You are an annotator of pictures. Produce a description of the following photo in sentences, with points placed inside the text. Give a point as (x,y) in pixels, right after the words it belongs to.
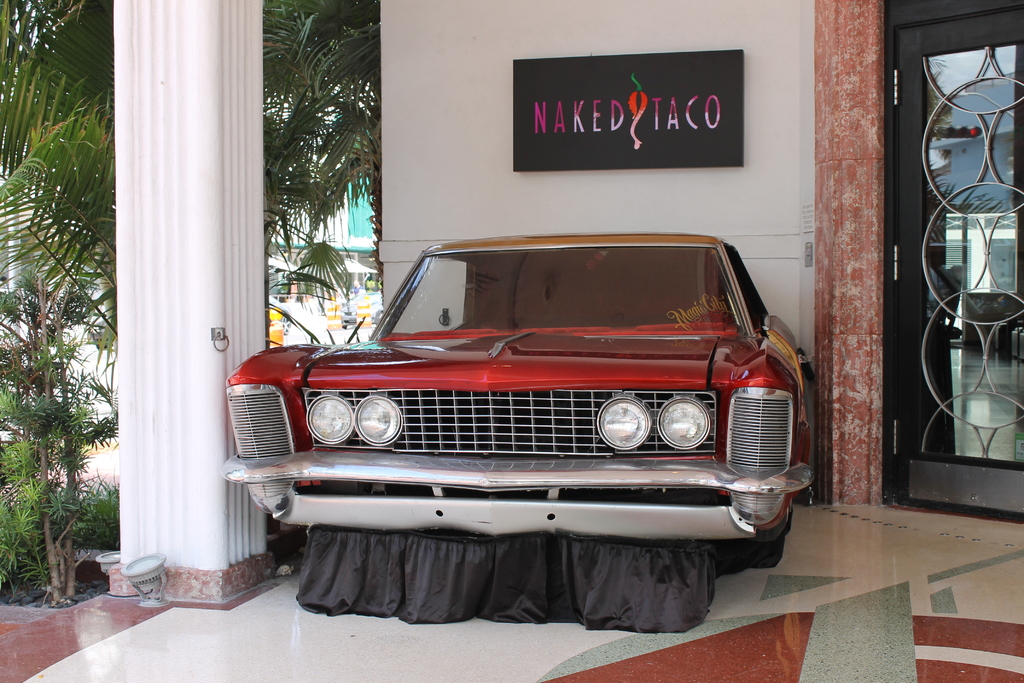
In front of the image there is a car (385,355). At the bottom of the image (645,656) there is a floor (579,644). There are lights (130,573), pillars (196,555). On the right side of the image (977,425) there is a door (921,474). There is a board (535,118) with some text (604,109) on it on the wall (609,196). On the left side of the image (307,77) there are plants (51,269), trees (38,242), buildings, tents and a few other objects (331,317).
